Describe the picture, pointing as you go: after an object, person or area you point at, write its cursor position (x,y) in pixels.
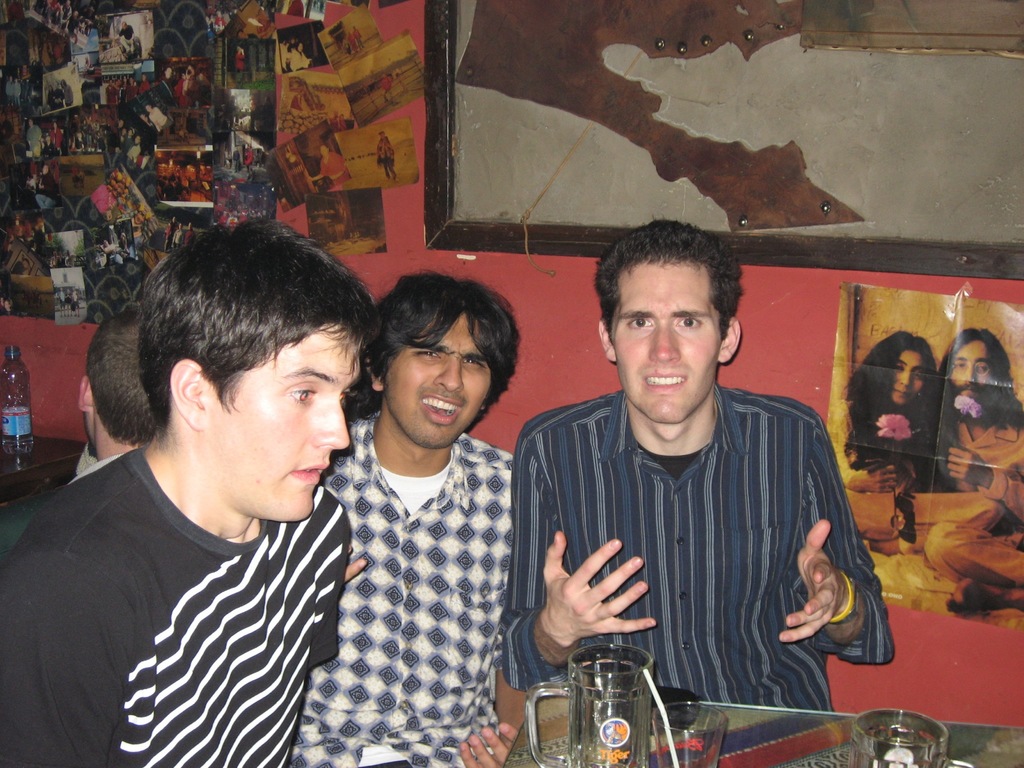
In the foreground of this image (441,598), there are three men (641,600) sitting near a table (770,739) on which there are jars (913,737) and a glass (692,743) is placed. In the background (881,513), there are posters (250,128) and a frame (567,156) on the wall (278,141). On the left (122,384), there is a man (117,408) sitting near a table (39,454) on which there is a bottle (17,413).
